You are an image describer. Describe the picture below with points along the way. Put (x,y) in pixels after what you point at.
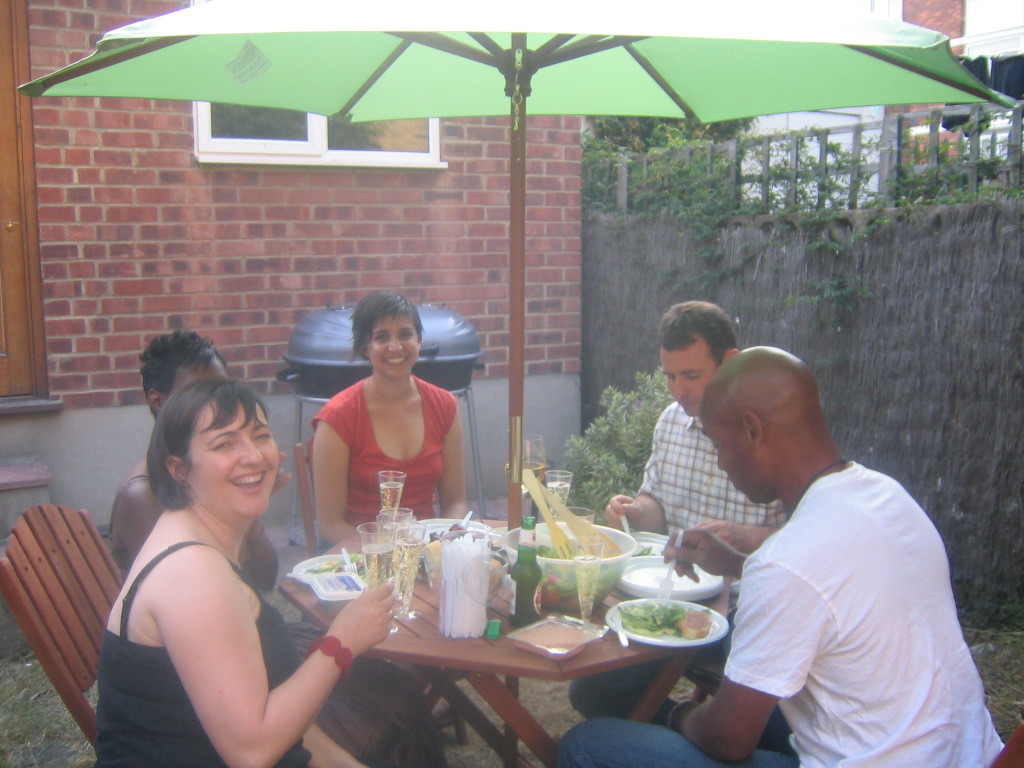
In the center of the image (361,484) there are people (146,728) sitting around the table (577,539). There are many objects (386,484) on the table (428,617). There is a umbrella (938,72). In the background of the image (497,223) there is a wall (264,336).
